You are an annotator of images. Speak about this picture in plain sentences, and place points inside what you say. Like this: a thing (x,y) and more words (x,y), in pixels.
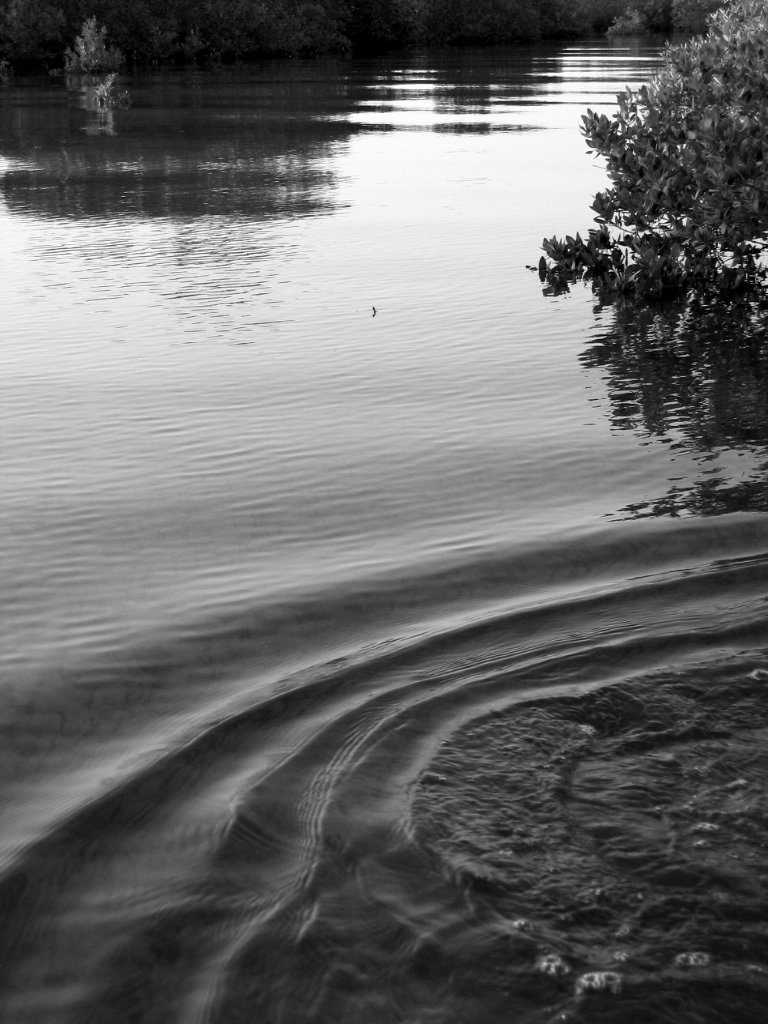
In this picture there is water (319,214) around the area of the image and there are plants (57,46) at the top side of the image (206,8).
